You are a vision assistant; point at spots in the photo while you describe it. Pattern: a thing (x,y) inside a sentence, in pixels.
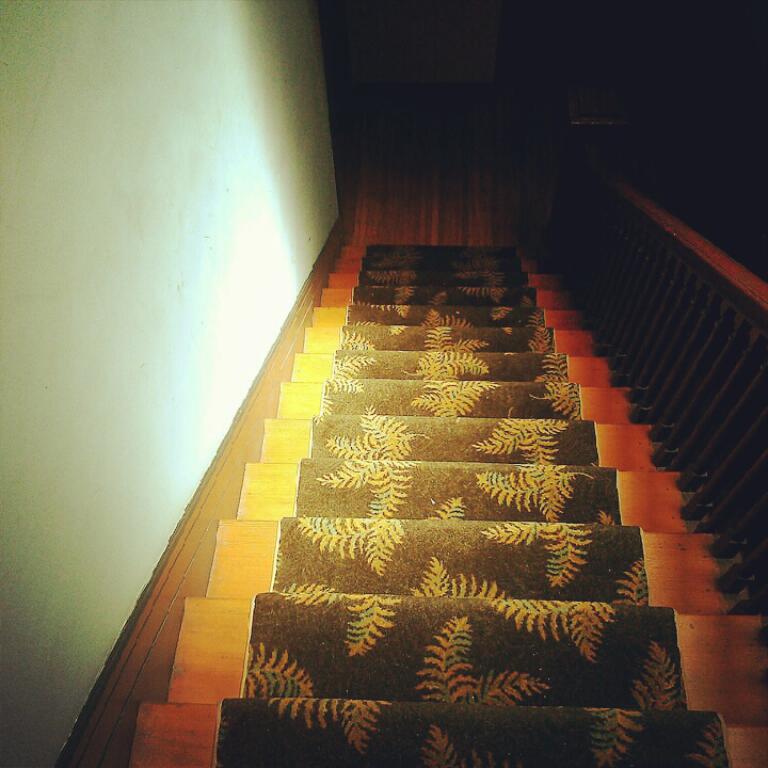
In this image we can see staircase (438,393), railing (657,317). To the left side of the image (129,186) there is wall (129,186).
